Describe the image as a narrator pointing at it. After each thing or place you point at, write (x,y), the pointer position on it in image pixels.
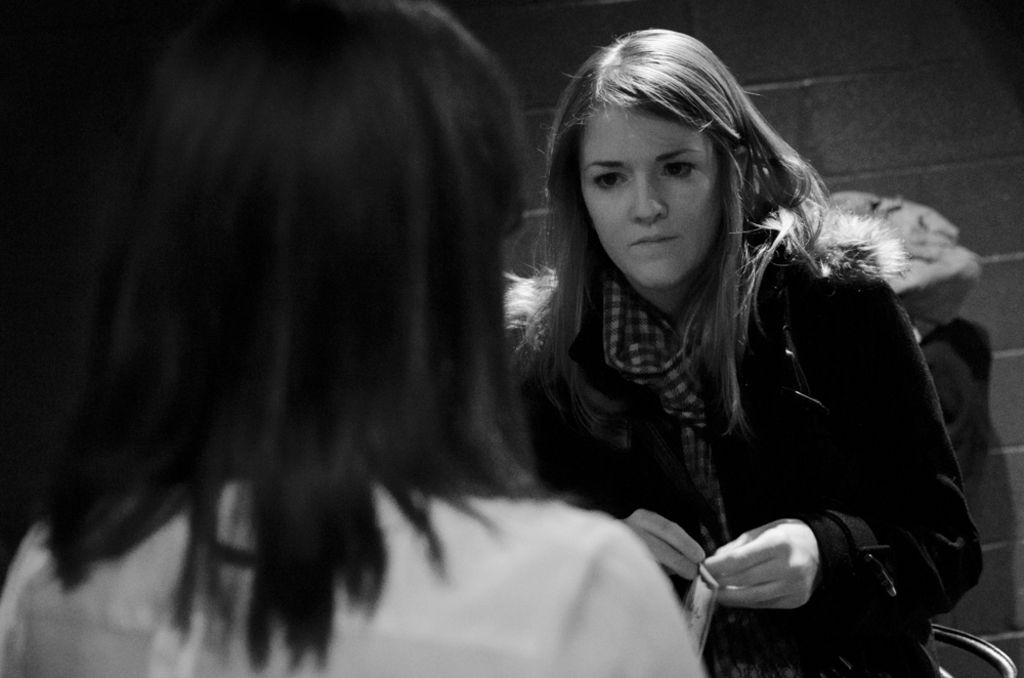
In this image I can see the black and white picture in which I can see a person (387,480) wearing white colored dress (468,562) and a woman (628,396) wearing black colored dress (782,401). I can see the wall (900,63) in the background (858,60).
